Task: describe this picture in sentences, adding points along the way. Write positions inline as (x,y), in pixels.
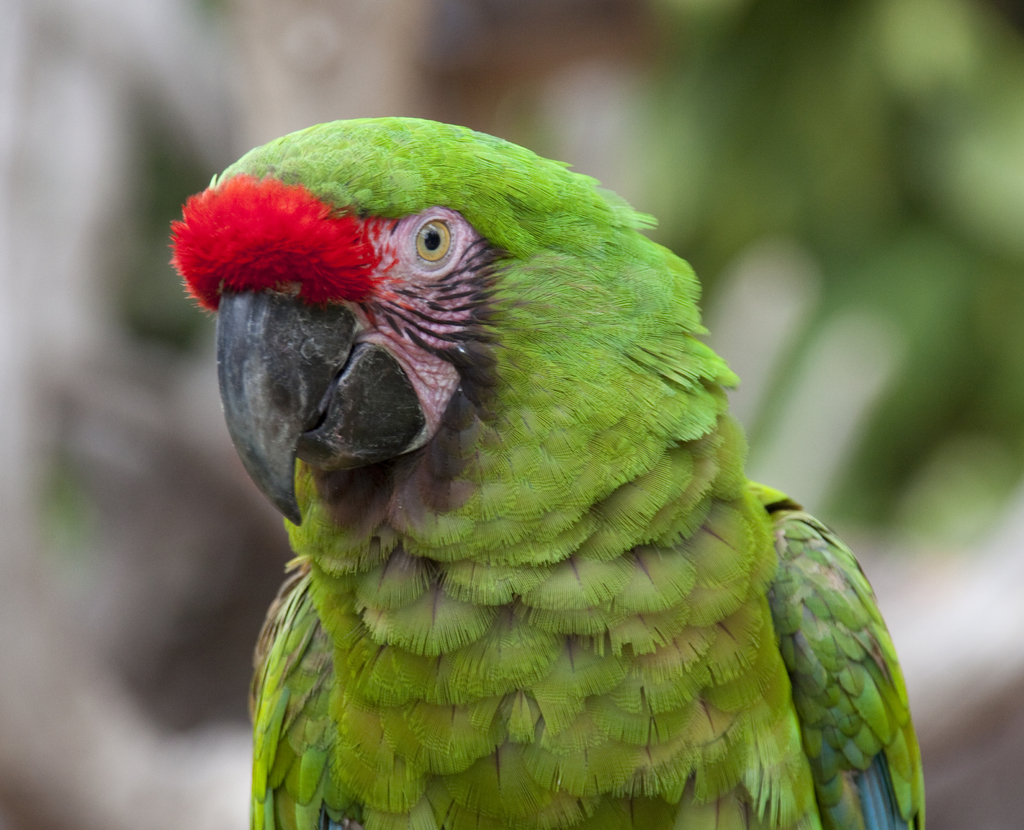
In this image we can see a parrot (406,393). In the background (289,112) the image is blur but we can see objects (248,821).
